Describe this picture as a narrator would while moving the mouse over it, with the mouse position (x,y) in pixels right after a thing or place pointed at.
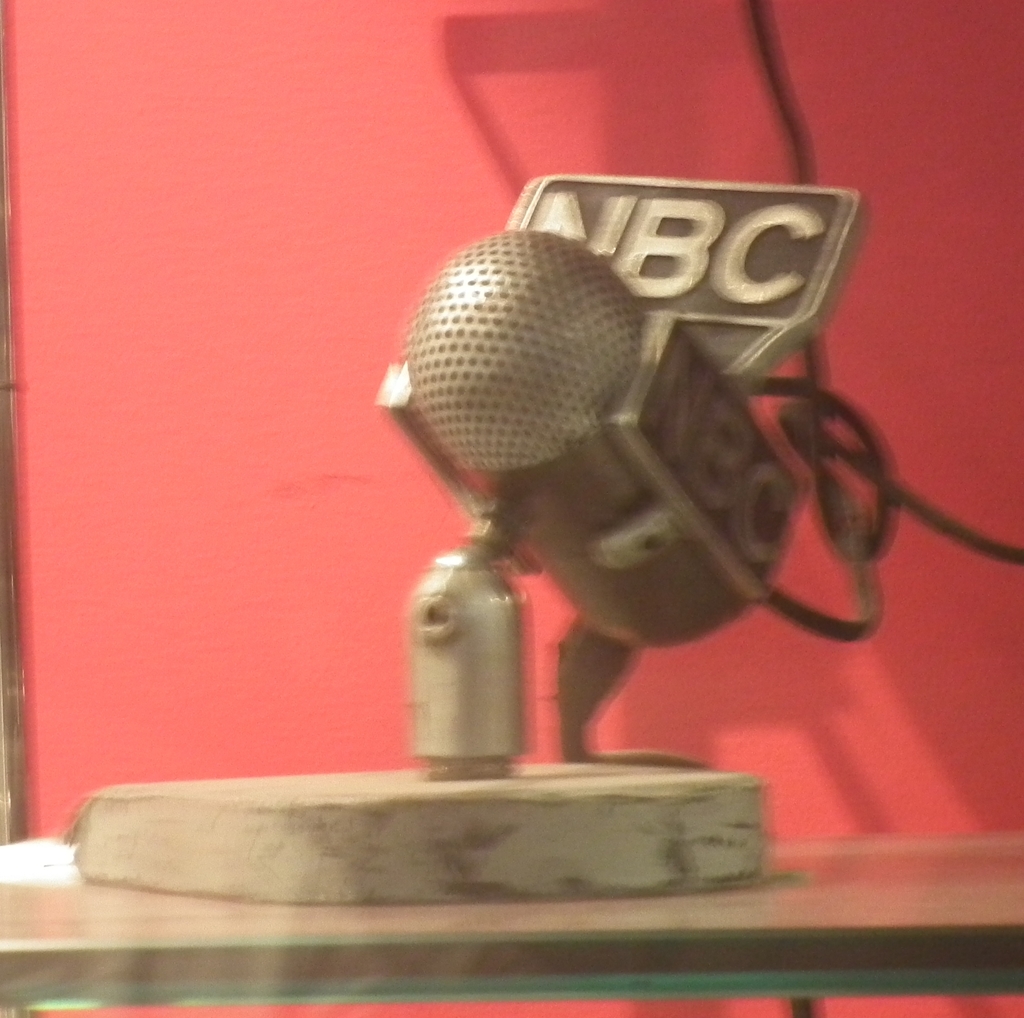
In this image there is a mic (661,434) which is on the table (673,896) in the center (655,468) and on the top of the mic (661,350) there is some text (673,255). In the background (335,264) there is a wall (291,227) which is red in colour and there are wires (806,408).
